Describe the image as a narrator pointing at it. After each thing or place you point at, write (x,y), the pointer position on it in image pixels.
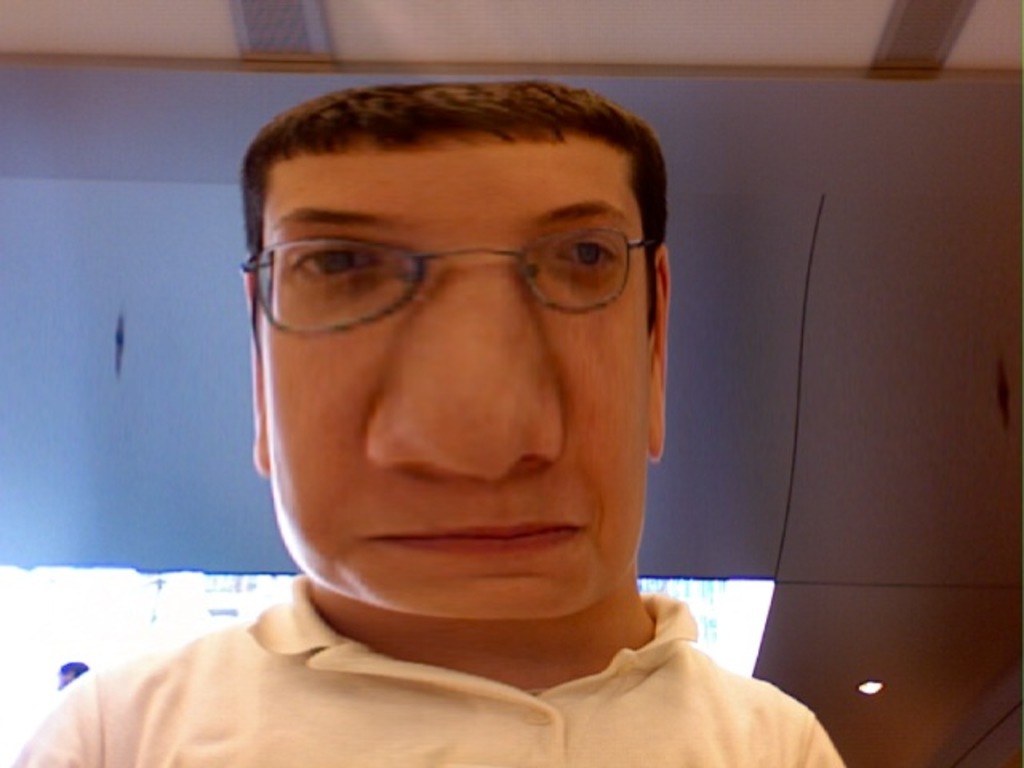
This picture shows an edited picture of a man (542,578). He wore a spectacles (571,303) on his face (368,245) and a white t-shirt (352,652) and we see lights (866,687) to the roof (908,691).
